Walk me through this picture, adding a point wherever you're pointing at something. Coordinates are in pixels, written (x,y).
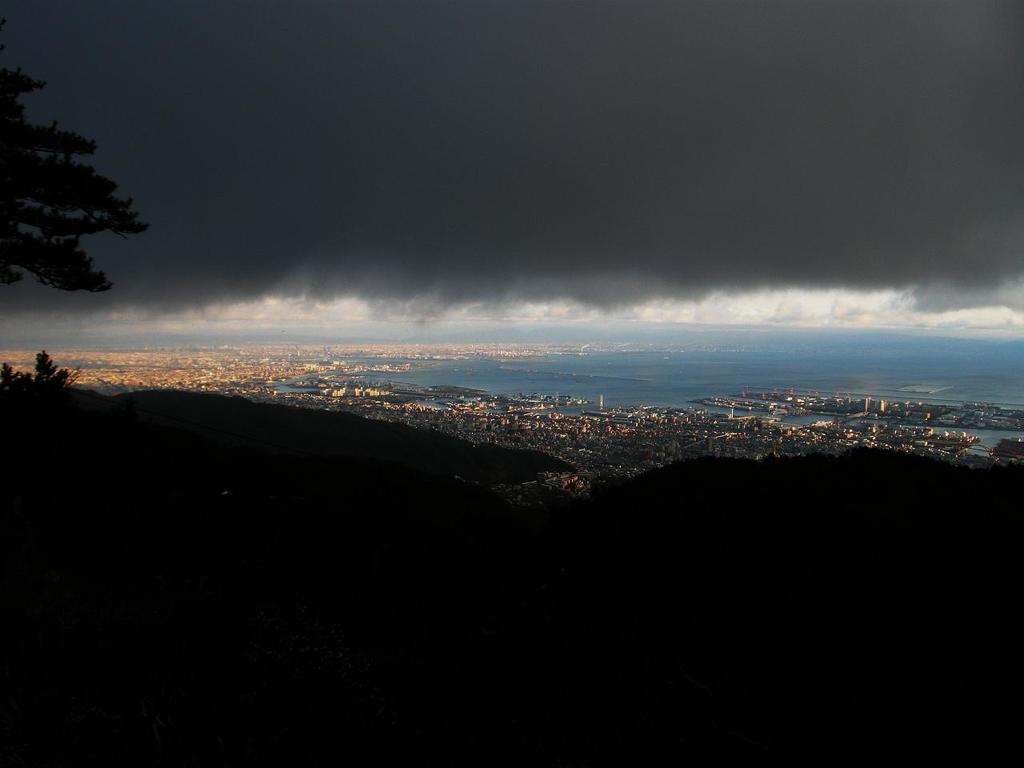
In the center of the image (410,274) we can see the sky (647,234), clouds (745,224), water (947,390), buildings (590,448), poles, trees (476,447) and a few other objects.
